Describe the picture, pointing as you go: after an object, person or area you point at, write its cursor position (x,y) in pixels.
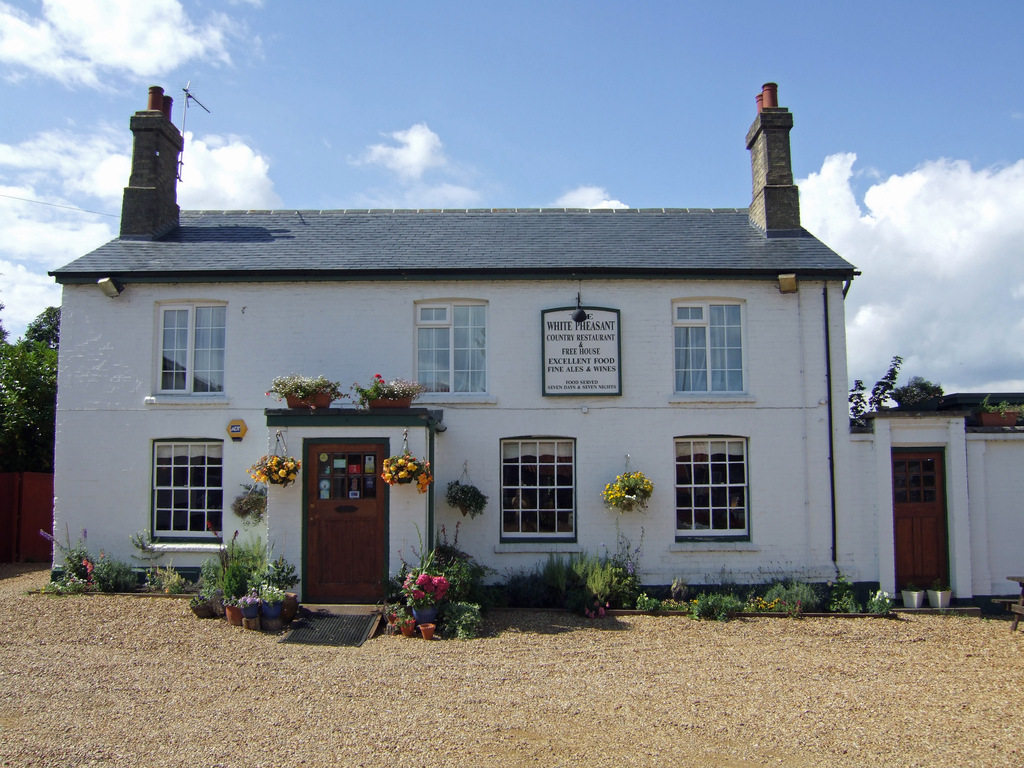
In this picture I can observe a building (339,284) in the middle of the picture (567,317). There are some plants (200,581) in front of the building (704,530). In the background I can observe some clouds (252,156) in the sky (484,199).
